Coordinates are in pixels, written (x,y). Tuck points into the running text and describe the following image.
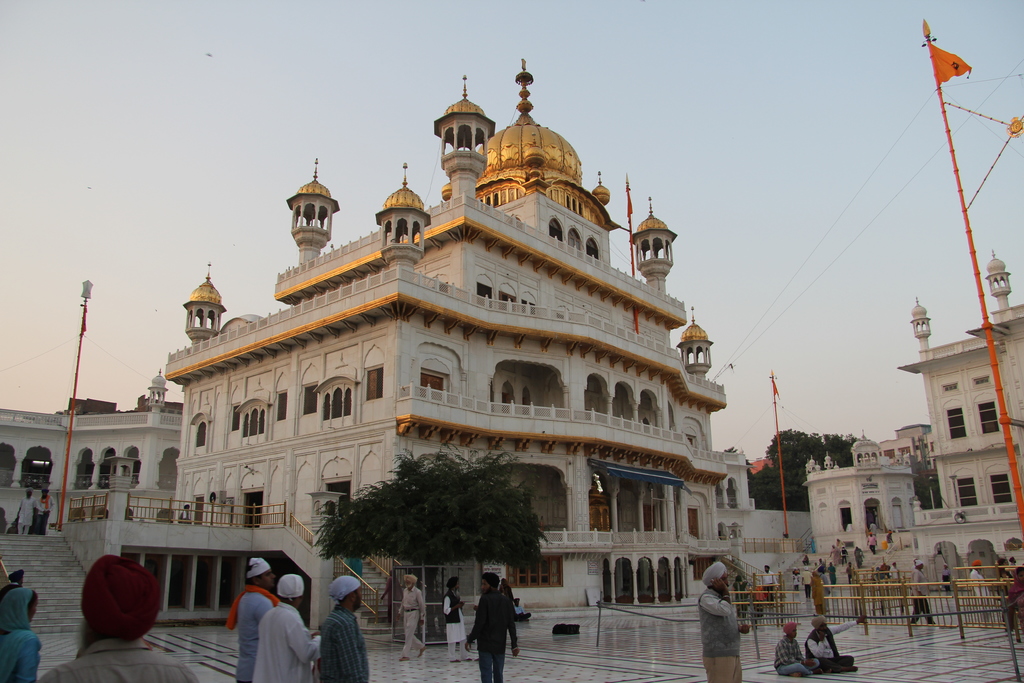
In this picture I can see few people (74,682) at the bottom (498,657), in the middle (386,379) there are buildings (573,367) and trees (382,502). At the top (706,92) there is the sky (518,100).
